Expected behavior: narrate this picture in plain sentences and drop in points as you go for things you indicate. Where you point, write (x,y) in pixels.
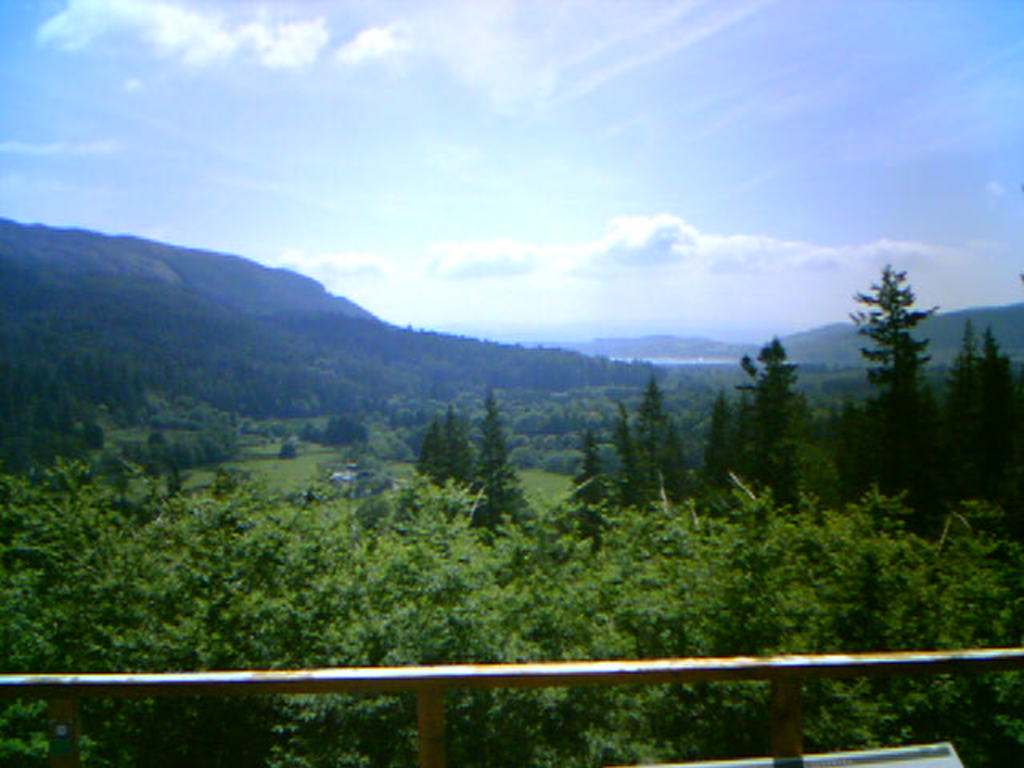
On the down side these are the trees (543,570). At the top (528,141) it's a sky (604,128).
